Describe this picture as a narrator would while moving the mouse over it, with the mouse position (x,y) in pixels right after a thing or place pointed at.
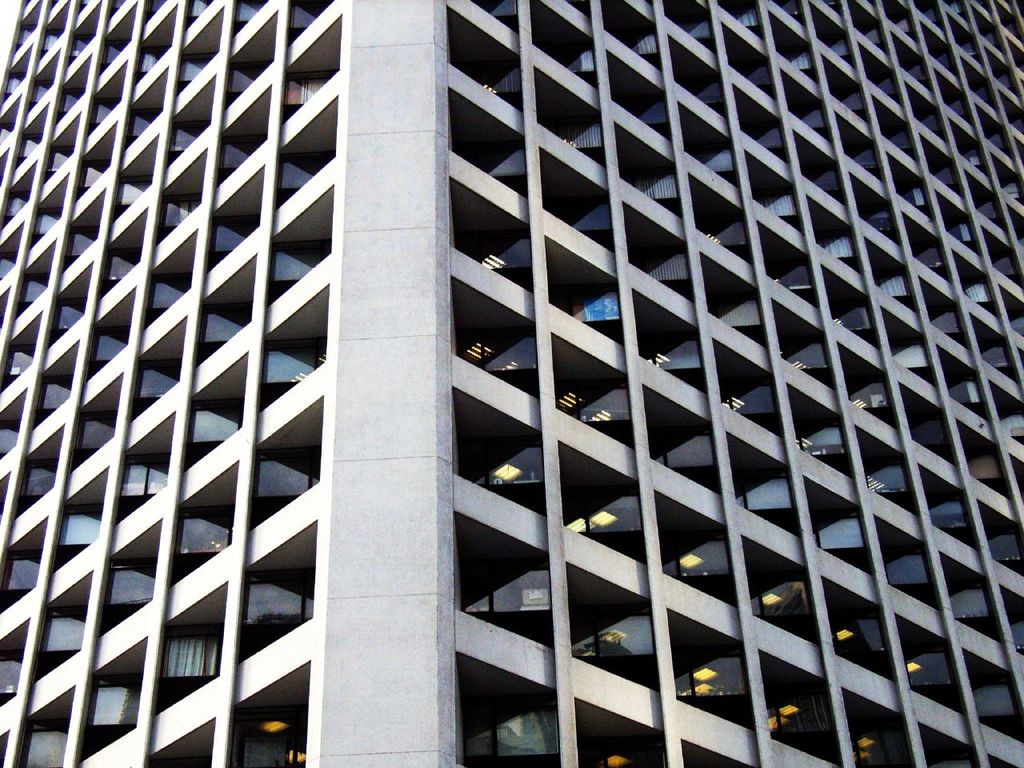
In the image I can see a building (416,340). In the building (607,500) I can see lights (604,514) and some other objects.
